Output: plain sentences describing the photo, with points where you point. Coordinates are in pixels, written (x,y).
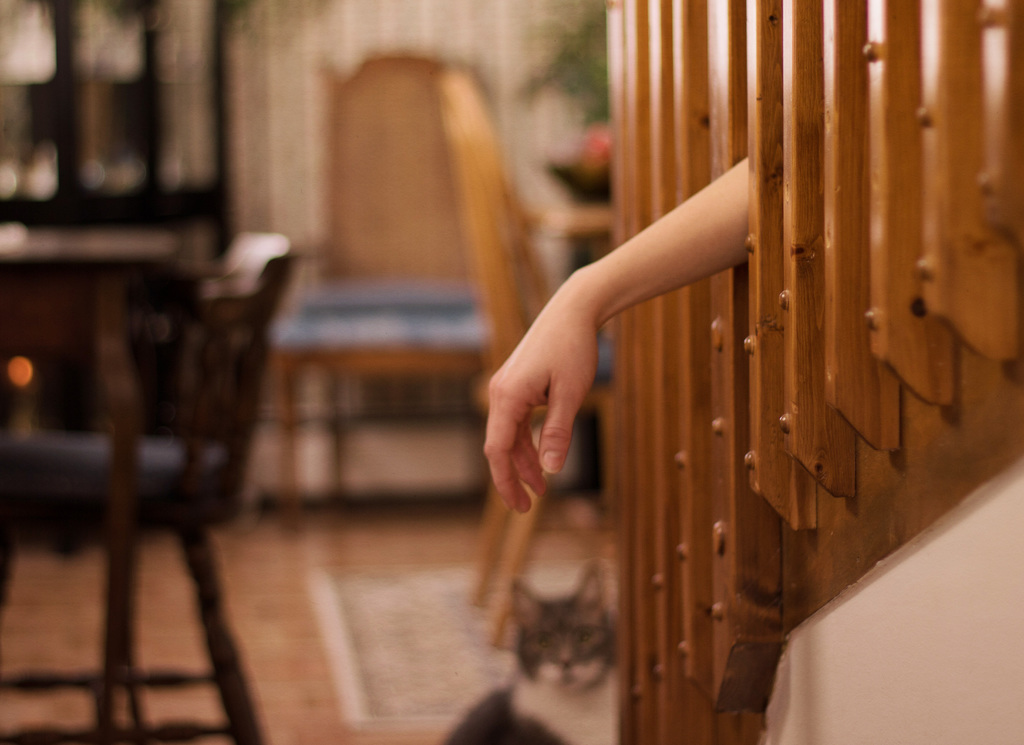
There is a room (340,458). We can see in background (345,215) table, chairs (390,315) and wooden stick (755,291). In the center (611,252) we have a human hand (694,202).
